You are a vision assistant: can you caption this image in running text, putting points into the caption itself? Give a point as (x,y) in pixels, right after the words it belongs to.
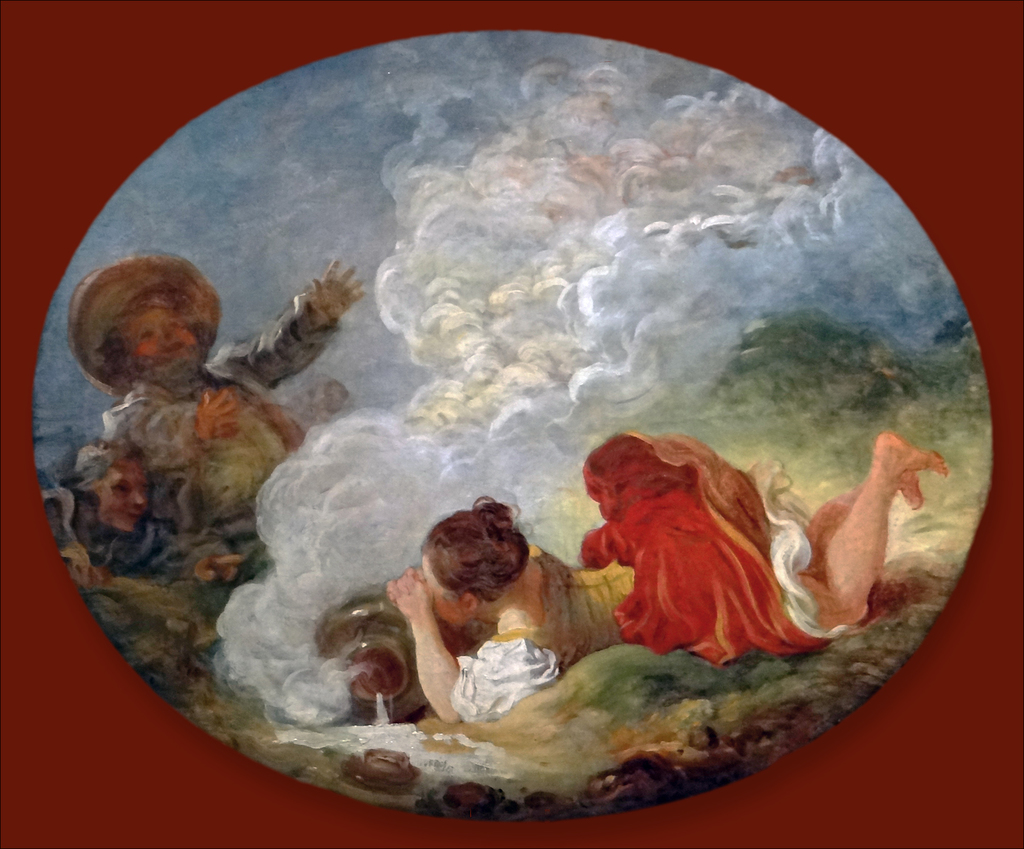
In the image we can see four people (198,462). One is man (135,399) and two are women (614,599). The women (619,599) are laying on the ground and the man (226,474) is sitting.
